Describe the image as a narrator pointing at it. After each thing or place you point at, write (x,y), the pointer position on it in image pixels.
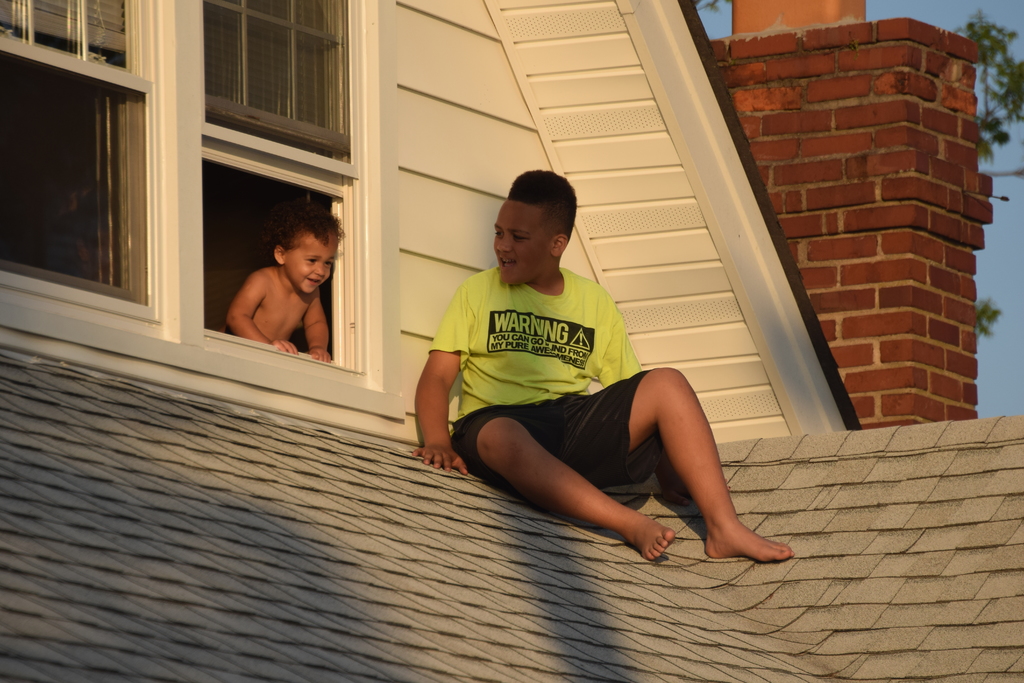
On the right side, there is a boy (504,268) in yellow color t-shirt (495,285), sitting on a roof (765,465) of a building (914,487). On the left side (279,340), there is a baby (287,224) smiling and placing both hands (289,345) on a wall (271,354) of a building (189,137). In the background (929,290), there is a brick wall (868,93), a tree (988,87) and sky (1022,236).
